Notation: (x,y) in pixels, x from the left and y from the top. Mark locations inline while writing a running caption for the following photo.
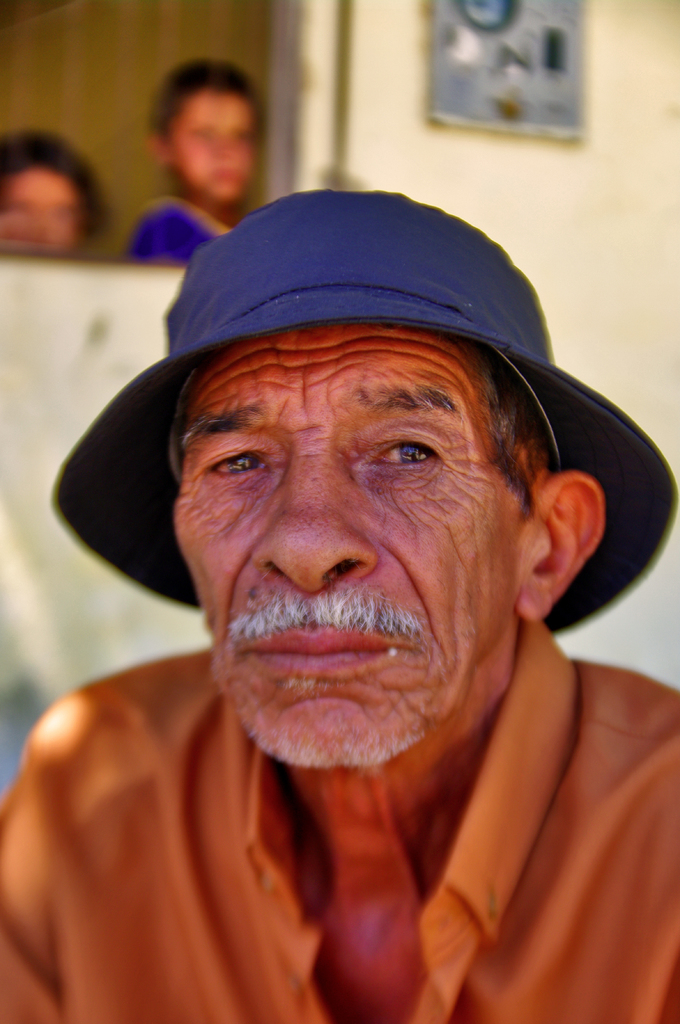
In the center of the image (353,403), we can see a man (315,542) wearing a hat (368,295) and in the background (148,143), there are kids (190,119) and we can an object (527,79) on the wall (551,232).
